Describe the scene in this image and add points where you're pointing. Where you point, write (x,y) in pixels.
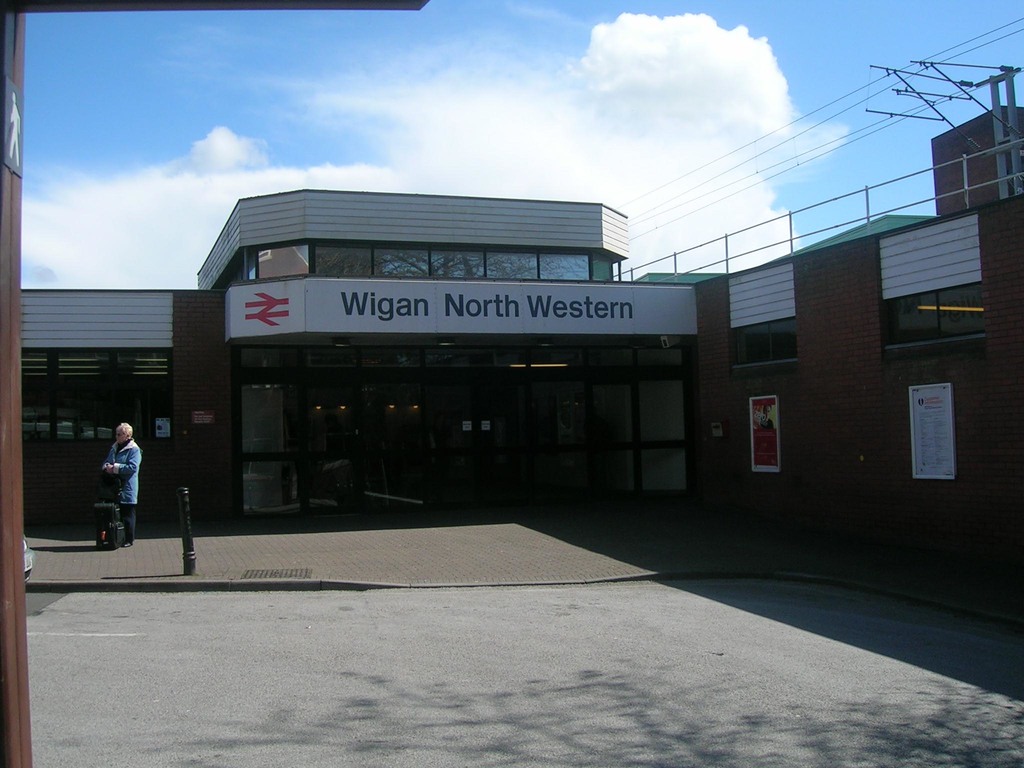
In this image we can see a station building (191,454) with glass doors (355,420). At the top of the image (381,69) there is sky (474,59) and clouds (555,147). At the bottom of the image (299,656) there is road (287,647). There is a person (129,463) standing. To the left side of the image (17,705) there is a pole (11,244). To the right side of the image (908,87) there are electric wires (861,101) and poles (1000,173).
